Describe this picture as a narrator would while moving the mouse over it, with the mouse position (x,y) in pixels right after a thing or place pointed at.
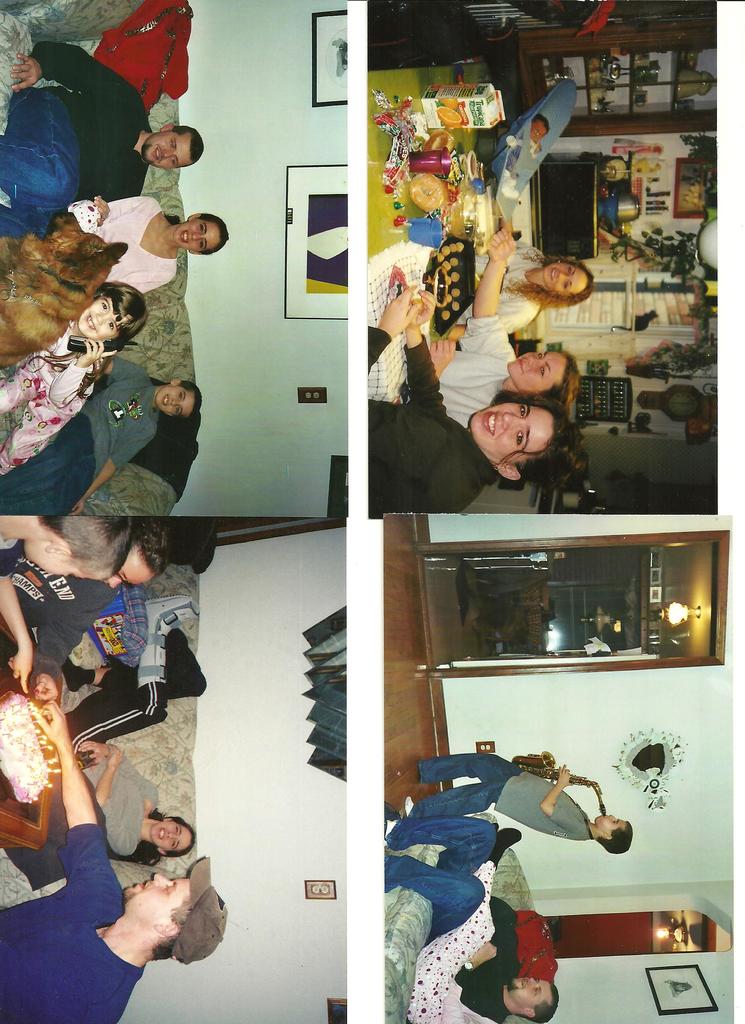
This is a photo collage, we can see some people (475,446) in the photos.
